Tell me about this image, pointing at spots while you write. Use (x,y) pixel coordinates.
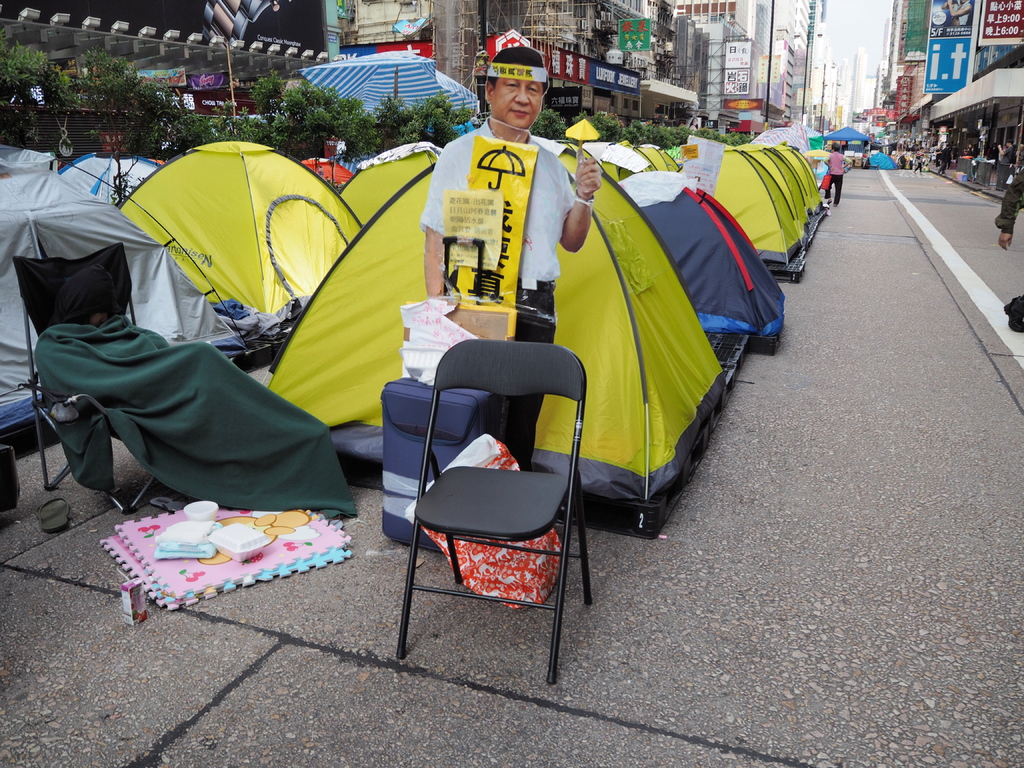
This image is taken outdoors. At the bottom of the image (667,669) there is a road (845,480). In the background (781,81) there are many buildings (914,90). There are many boards (934,92) with text (729,72) on them. There are a few poles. There are many stalls (845,144). There are a few trees (330,102) and plants (280,105). There are two umbrellas (373,83). A few people (830,163) are walking on the road (875,187). There are many tents (396,247). In the middle of the image (444,276) a cardboard cutout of a man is standing and there is a luggage bag (385,497). There are a few objects (284,548) and there is an empty chair (500,533) on the road (295,575).
